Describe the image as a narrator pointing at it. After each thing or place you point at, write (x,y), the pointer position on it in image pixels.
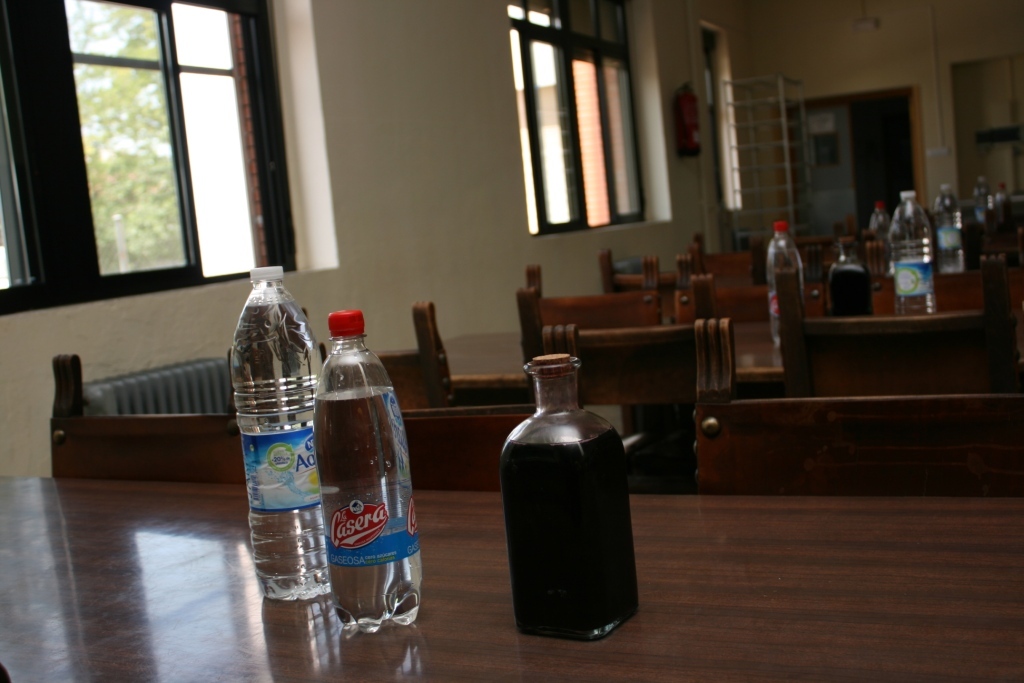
Here is the water bottles (345,438) on the table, and at back (681,313) there are chairs (554,318), and here is the wall (337,68), and here is the window (116,187), and here is the tree (161,163).
